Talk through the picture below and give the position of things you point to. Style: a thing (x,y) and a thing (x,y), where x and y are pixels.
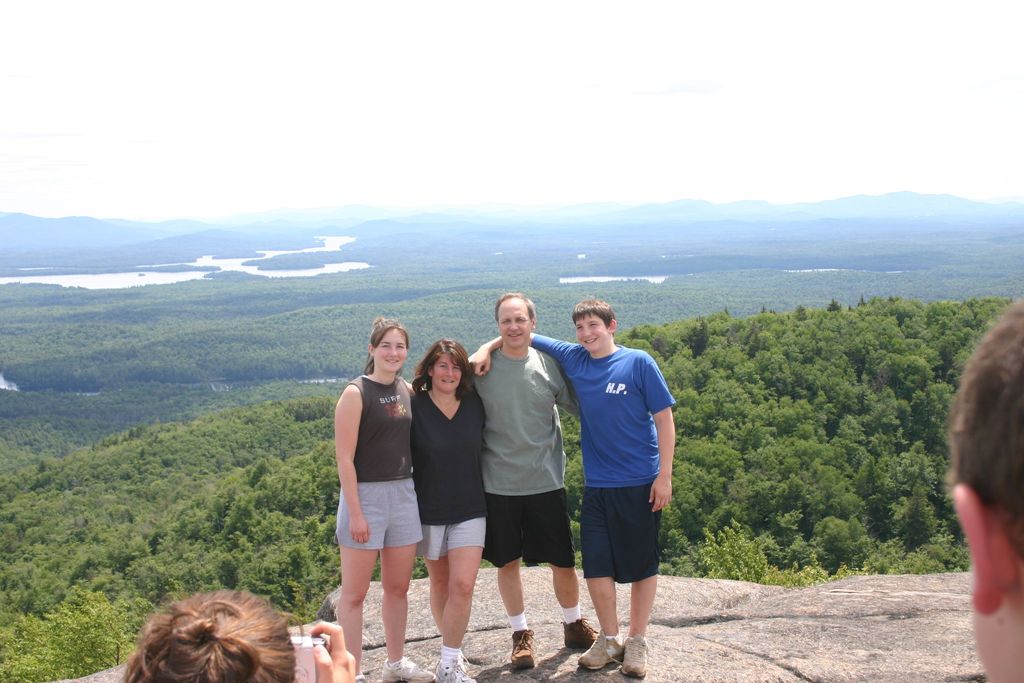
In this image, there are four people (408,463) standing on the rock (687,585) and smiling. At the bottom (252,629) and on right side of the image (995,620), I can see the heads (279,656) of two people (279,656). In the background (288,569), there are trees (426,337), water (152,282), hills (303,232) and the sky (488,195).
